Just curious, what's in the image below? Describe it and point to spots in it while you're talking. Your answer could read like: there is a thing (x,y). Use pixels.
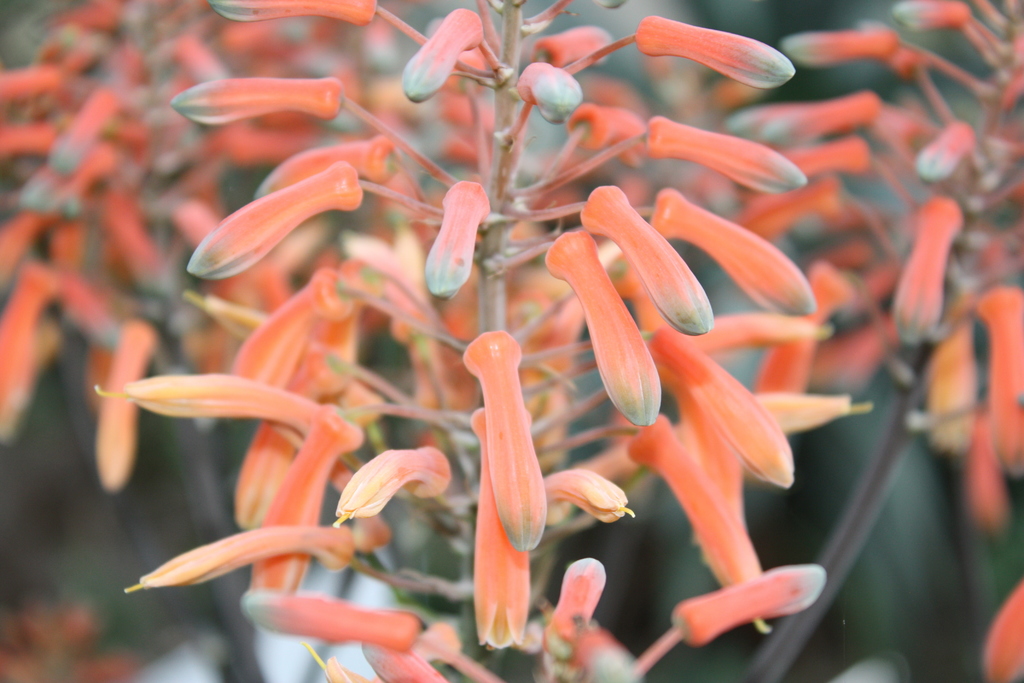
In this image we can see some buds (730,455) and the background (6,664) is blurred.
